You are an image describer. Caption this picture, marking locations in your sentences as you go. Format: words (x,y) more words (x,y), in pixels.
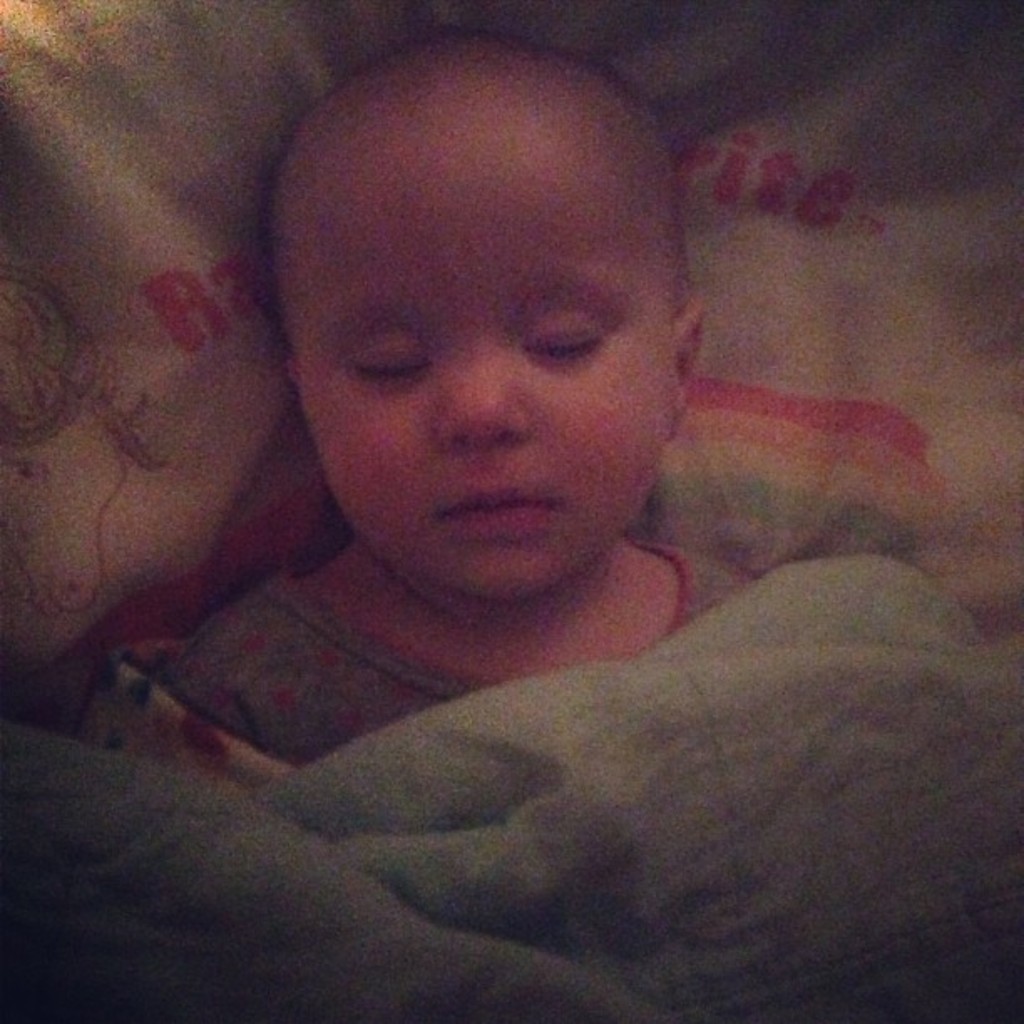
In the center of the image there is a baby (540,86) sleeping on the bed (202,63). At the bottom of the image (240,788) there is blanket (629,1000).
